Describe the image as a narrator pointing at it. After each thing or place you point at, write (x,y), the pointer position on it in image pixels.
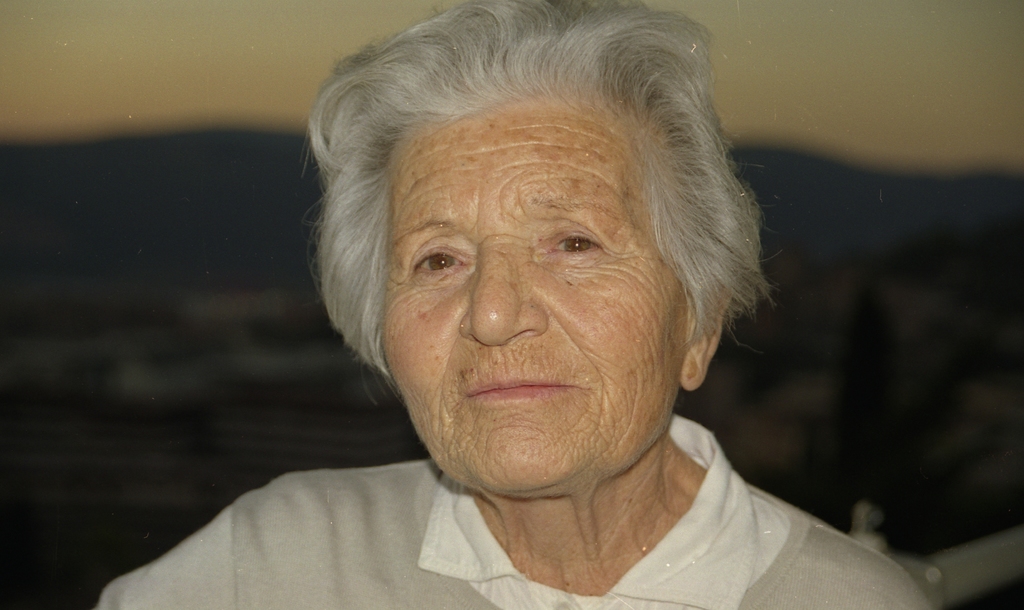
In front of the image there is a person (513,231). In the background of the image (333,337) there are buildings (86,377), trees (882,313), mountains (305,246) and sky (862,76).
